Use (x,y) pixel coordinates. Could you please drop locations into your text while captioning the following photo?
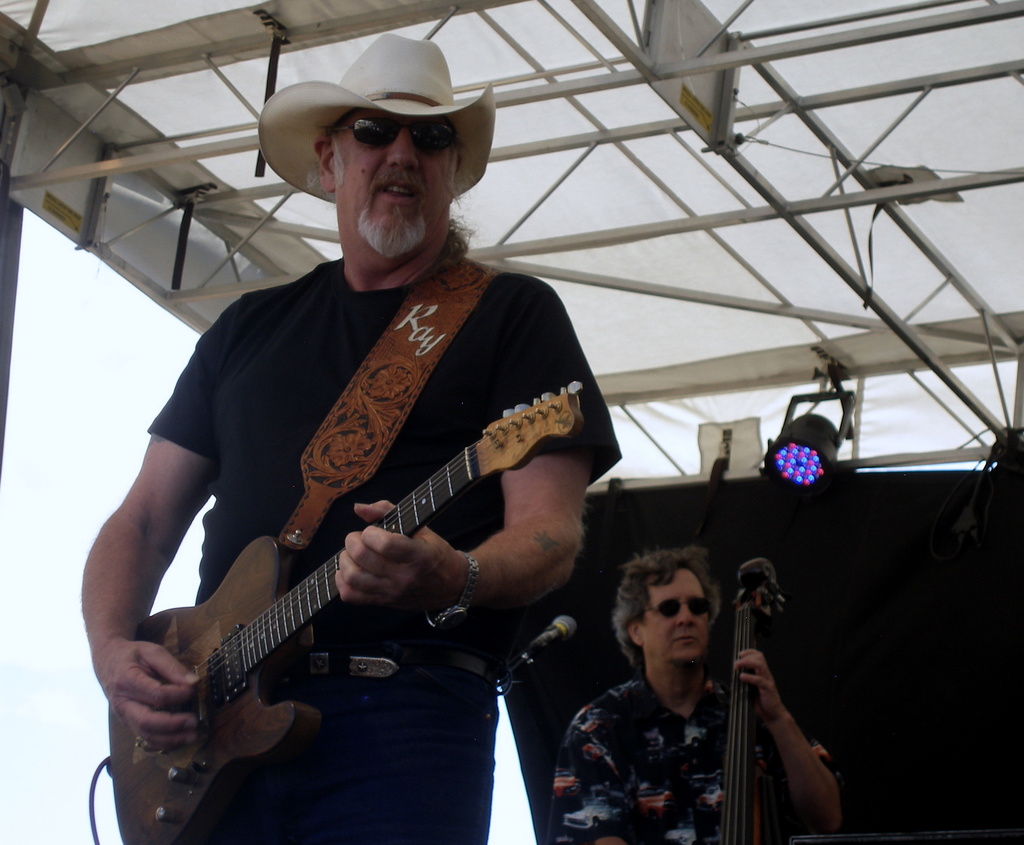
In this image I can see two people (502,637) are holding the musical instruments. Among them one person (376,112) is wearing the hat (392,92).
